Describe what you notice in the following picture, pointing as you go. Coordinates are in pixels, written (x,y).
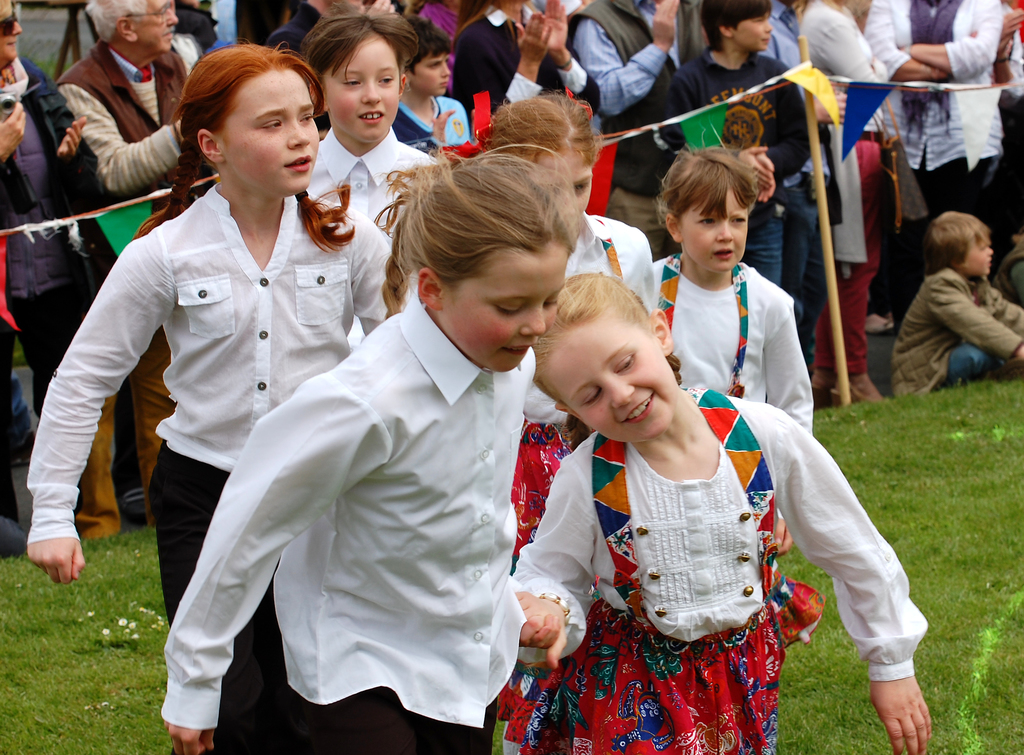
In the image we can see there are kids (435,422) standing on the ground (1003,521) and the ground (22,618) is covered with grass (948,531). The kids (201,589) are wearing costumes (415,403), there are spectators (457,46) standing and watching them. There are wooden poles (817,164) on the ground (87,606) and there is rope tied to the wooden poles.
